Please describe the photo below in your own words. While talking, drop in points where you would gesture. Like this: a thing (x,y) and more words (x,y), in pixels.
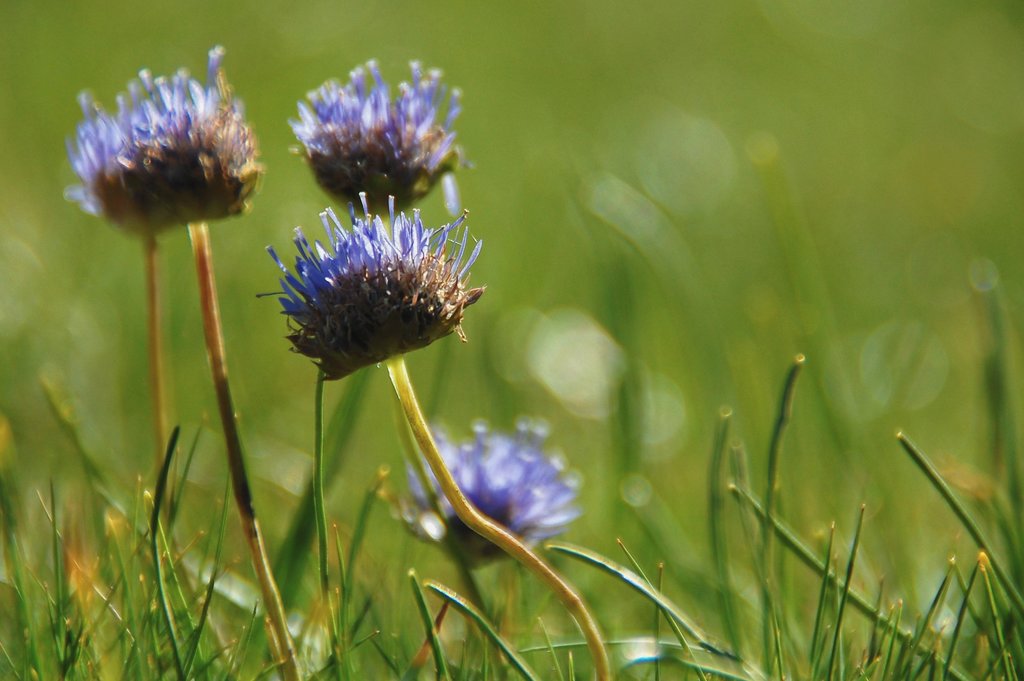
In this image I can see flowers (472,487) in purple and brown color, and I can see green color background (103,317).
